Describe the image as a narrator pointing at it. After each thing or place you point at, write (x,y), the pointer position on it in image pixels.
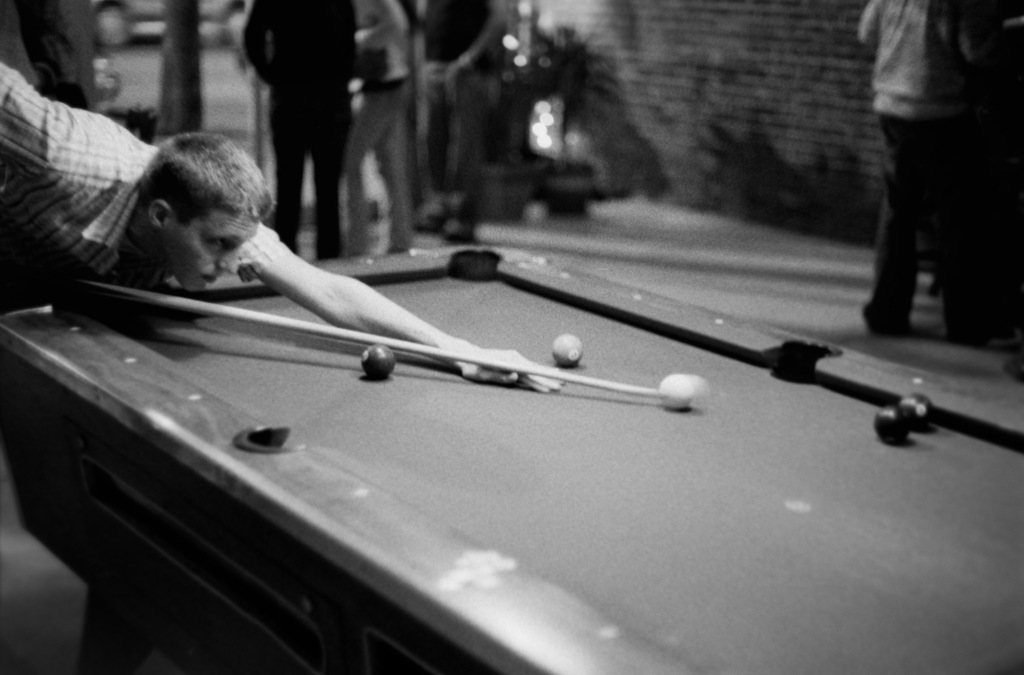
In this image I can see a person (184,233) playing the game snooker. There are some people (471,103) standing at the back (405,142) and there is also a wall (732,90) in the back (703,138).
